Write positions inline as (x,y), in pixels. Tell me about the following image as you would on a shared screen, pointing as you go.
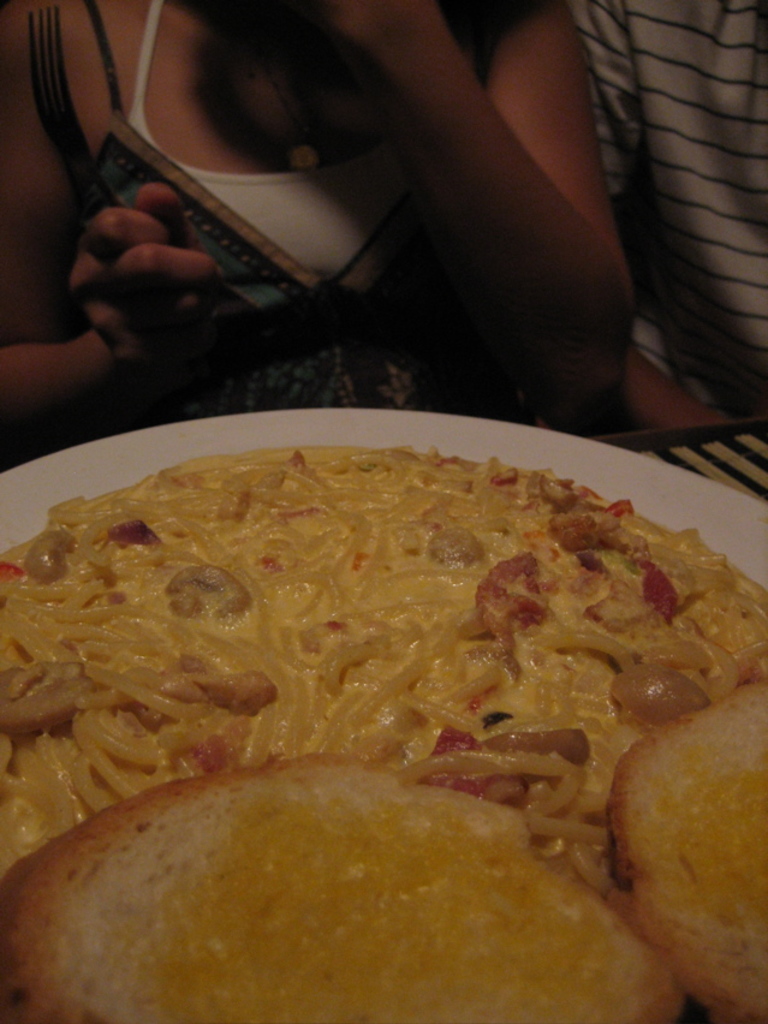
In this image there is a plate (268,414). There is food (372,670) on the plate (280,432). Behind the plate (285,440) there are two people (586,177).
